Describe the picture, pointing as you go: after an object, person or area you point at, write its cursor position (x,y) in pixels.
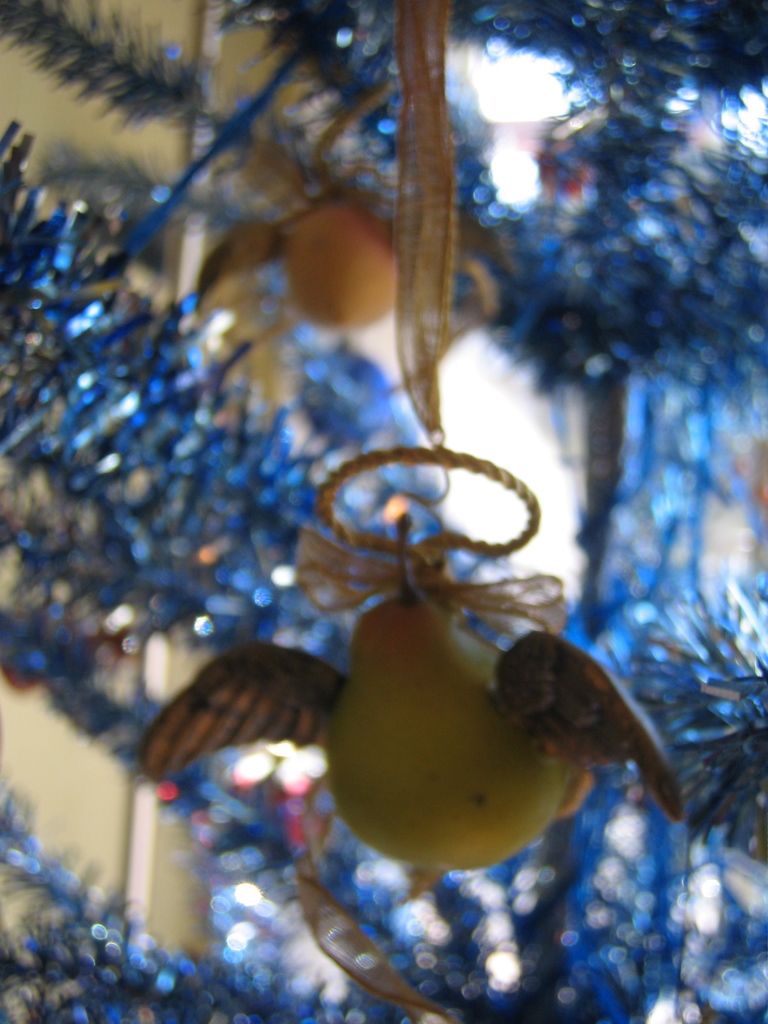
Here in this picture we can see a Christmas tree (498,336) decorated all over there and in the front (416,573) we can see a fruit (404,643) hanging with wings (322,714) on it over there.
